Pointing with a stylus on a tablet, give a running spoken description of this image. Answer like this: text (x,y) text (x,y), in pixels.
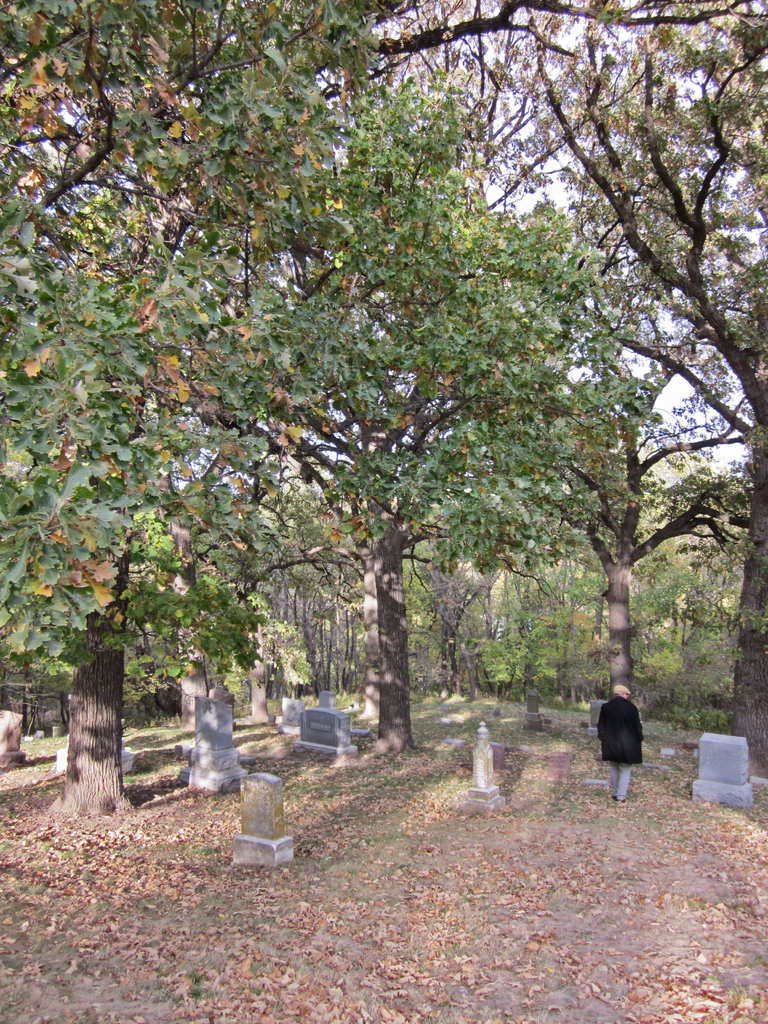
In this image we can see a graveyard (356,778), there are few gravestones (720,781), a person (617,743) and few trees (404,739) in the graveyard (350,924) and the sky (659,331) in the background (648,323).
